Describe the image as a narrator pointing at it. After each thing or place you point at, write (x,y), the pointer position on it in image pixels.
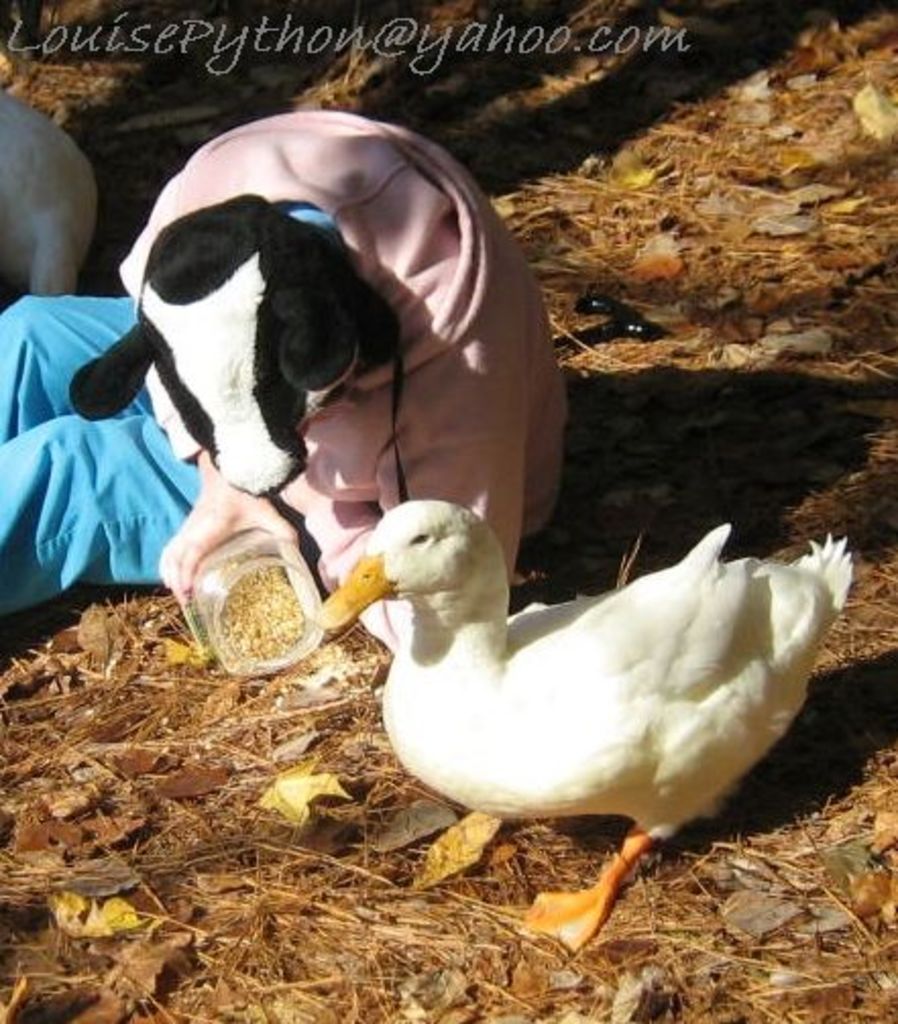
Here we can see a duck (502,691) and a person (320,570) holding a plastic bottle (209,575) with food (280,611) in it in the hand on the ground (348,1003) and there are leaves (441,121) on the ground (301,84) and the person (168,535) is having a cap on the head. On the left (22,180) at the top corner (30,180) there is an object (33,171).
